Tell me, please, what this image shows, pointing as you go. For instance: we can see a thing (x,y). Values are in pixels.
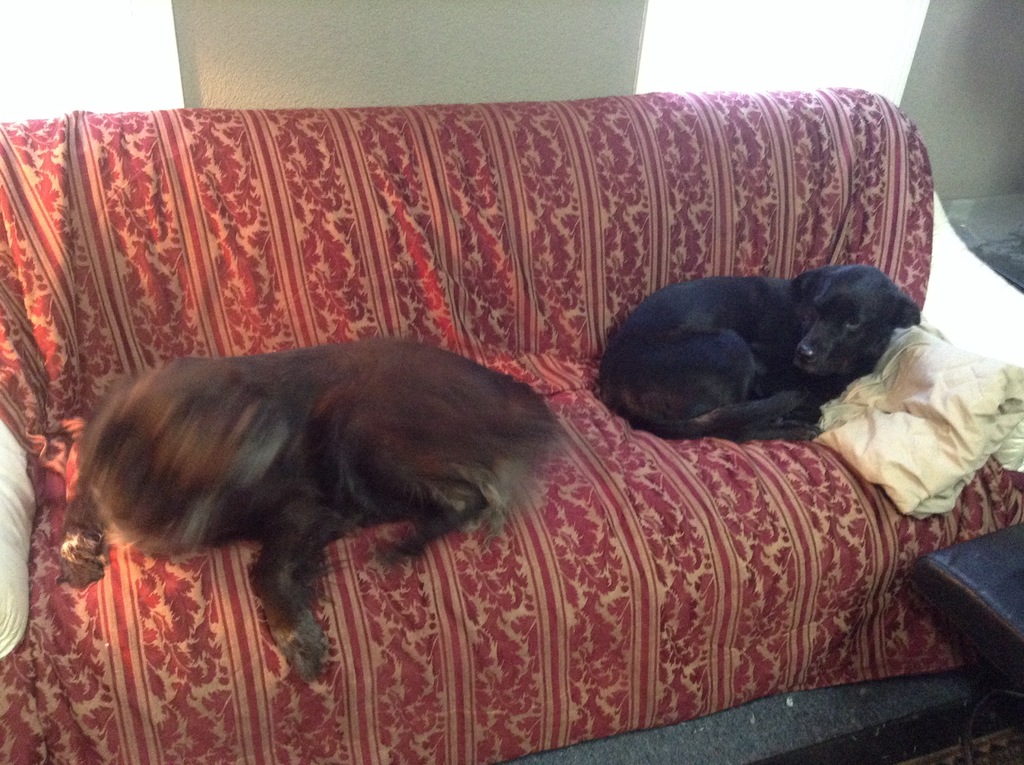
In this image we can see dogs (718,398) lying on the sofa (555,622) and there is a blanket (937,427) placed on the sofa (472,116). In the background (455,85) there is a wall (515,37).
